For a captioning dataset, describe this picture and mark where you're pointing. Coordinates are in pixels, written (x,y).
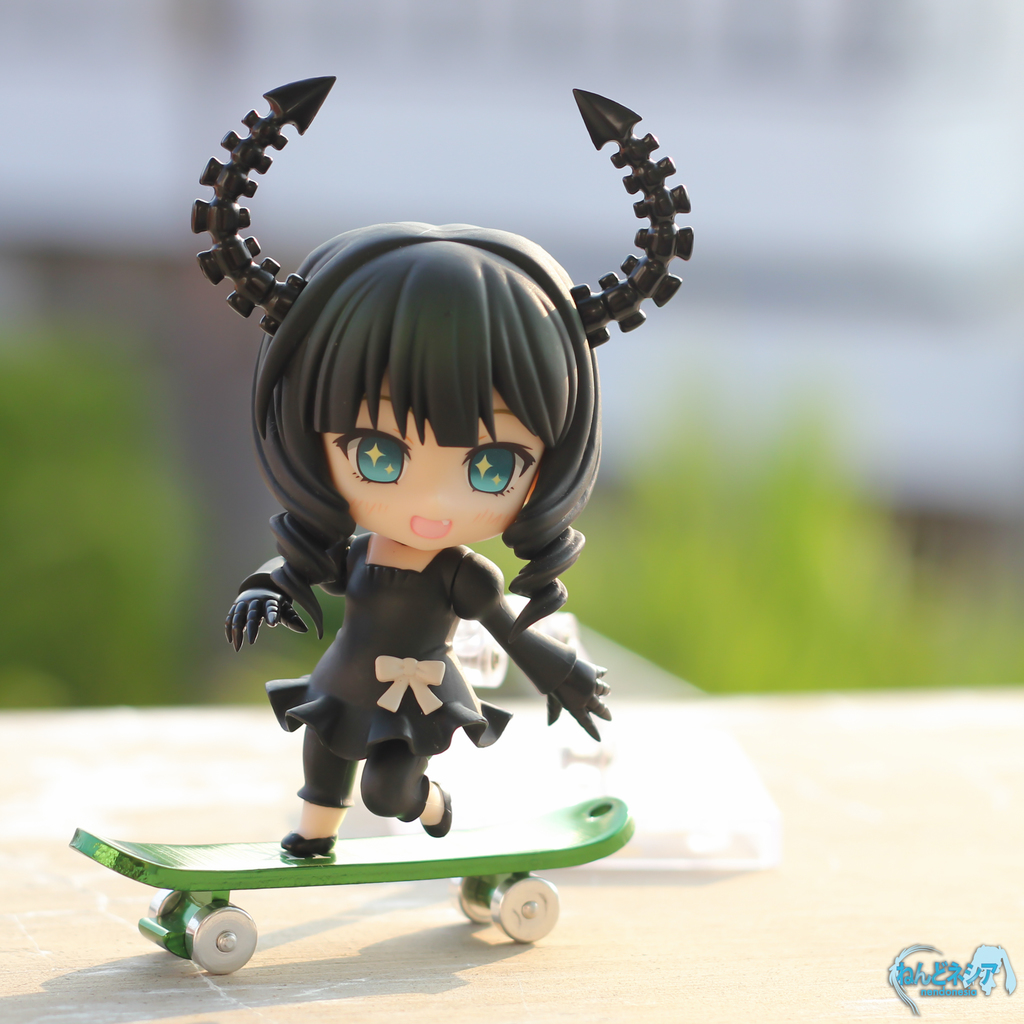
In this picture I can see a toy (397,458) of a girl (405,663) standing on the skateboard (192,903), and there is blur background (749,260) and there is a watermark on the image.
